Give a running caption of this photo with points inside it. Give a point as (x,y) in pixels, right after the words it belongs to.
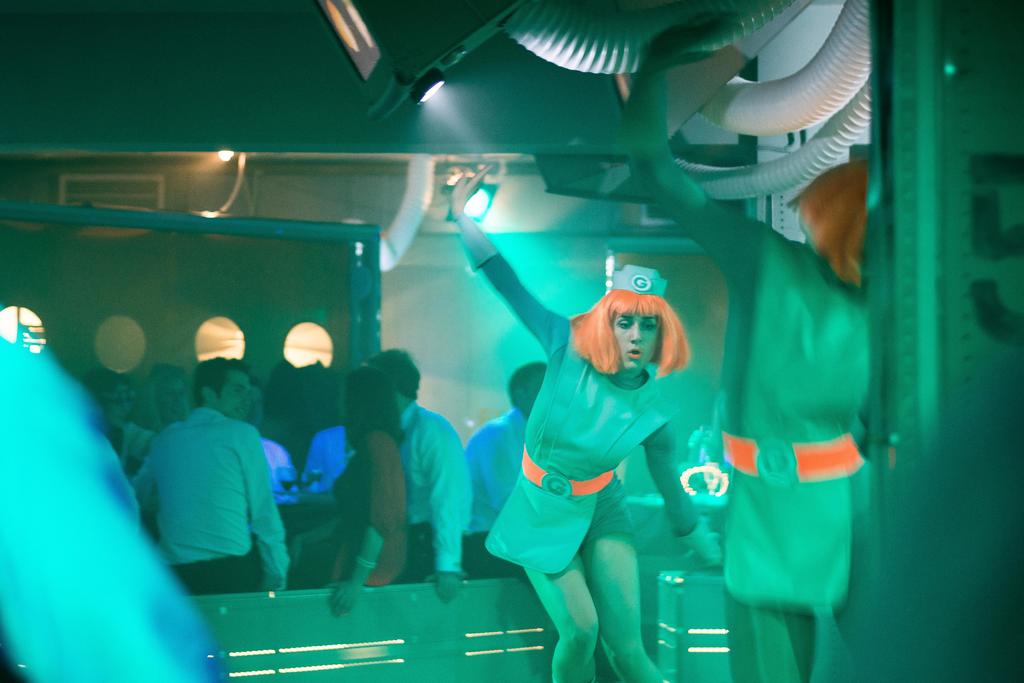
This image consists of many persons (559,603). In the front (664,494), there are two women (565,629) dancing. It looks like a pub (487,610). At the top (816,70), we can see pipes (711,37) in white color. In the background (49,245), there is a wall (99,196).
